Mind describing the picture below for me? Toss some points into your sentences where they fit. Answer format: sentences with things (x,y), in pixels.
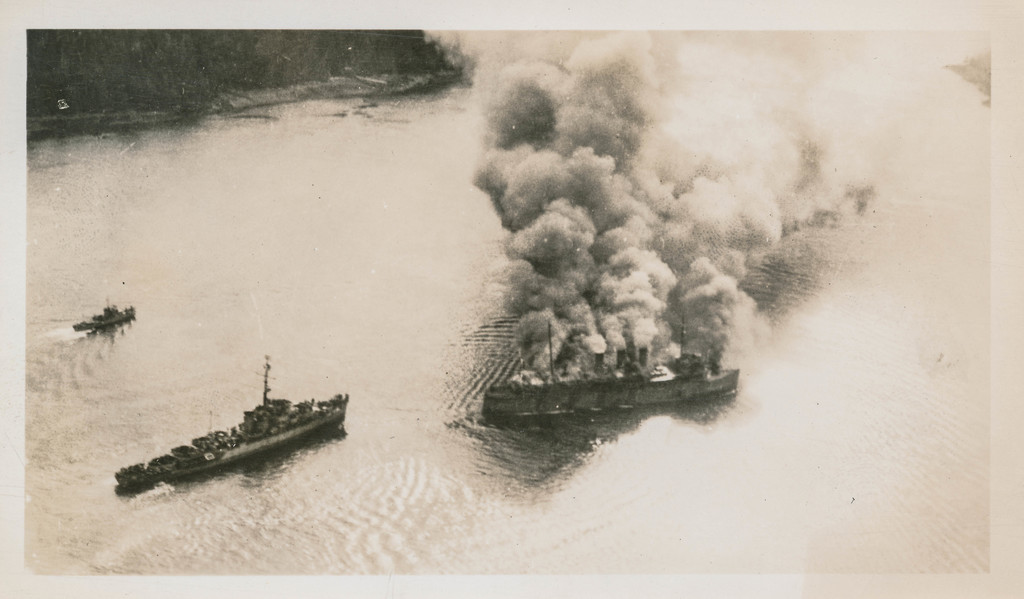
This is a black and white picture and in this picture we can see boats (606,402) on the water (381,381), smoke (572,144) and some objects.
